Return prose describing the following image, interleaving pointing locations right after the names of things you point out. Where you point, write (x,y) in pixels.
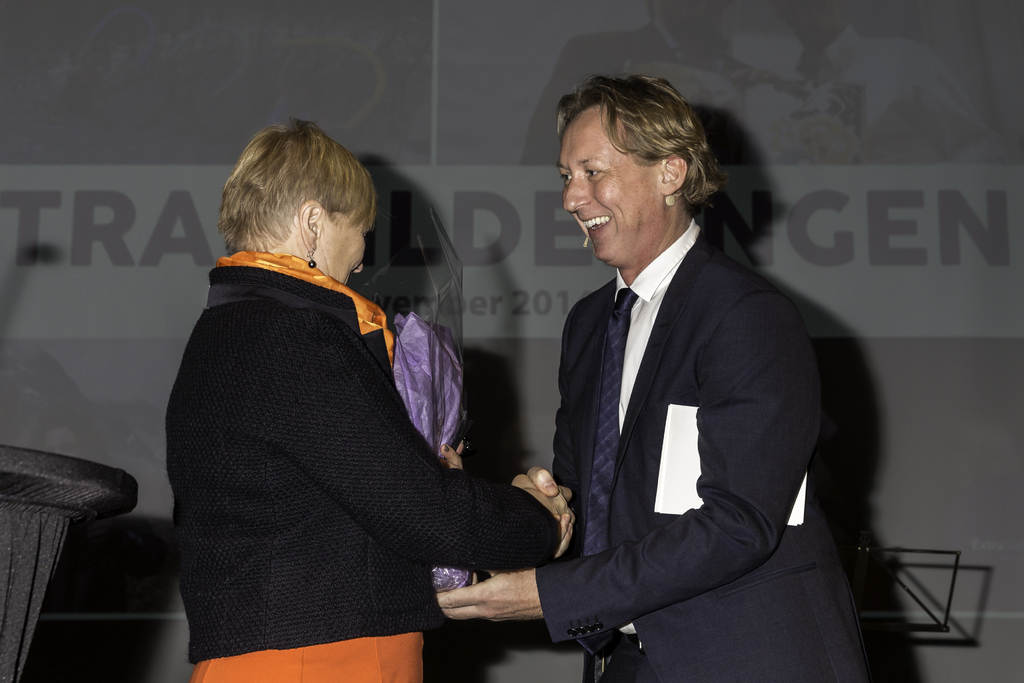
In this image I see a woman (301,670) and a man (570,559) and I see that both of them are holding their hands (540,480) and I see that this man (612,256) is smiling and I see that this woman (319,271) is holding a purple color thing (442,306) in her hand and I see the white thing (679,446) over here and in the background (129,262) I see the grey color wall (897,227) on which there is something written.
